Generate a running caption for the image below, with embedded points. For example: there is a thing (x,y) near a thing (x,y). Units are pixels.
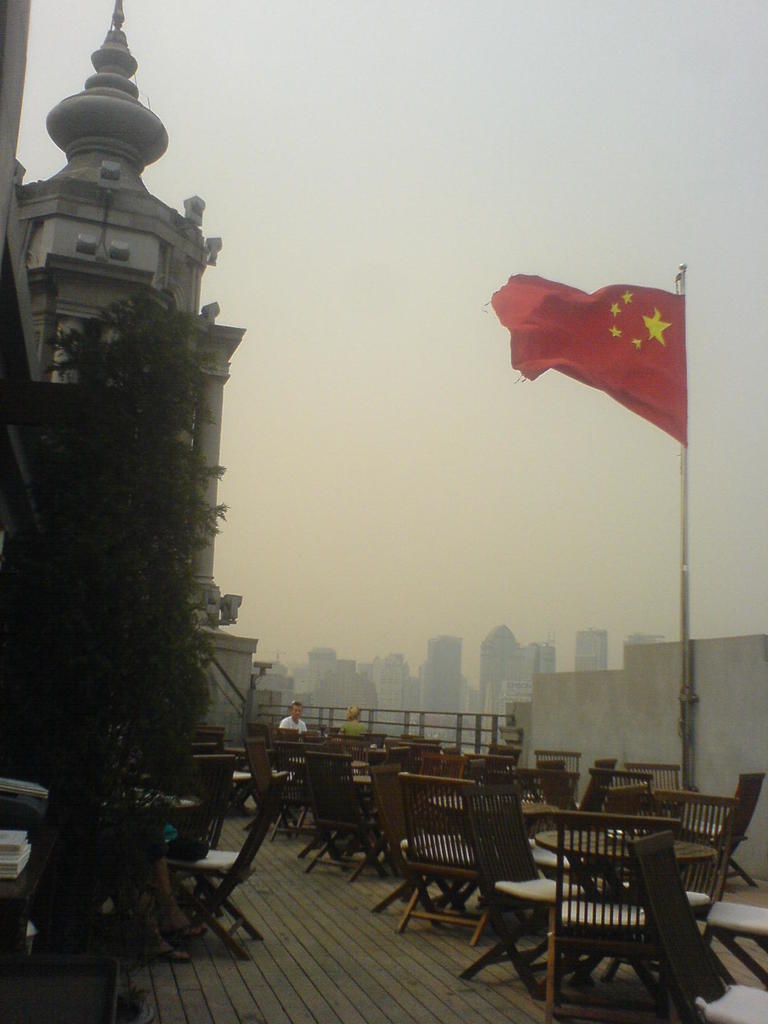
This picture is of outside. On the left (127,105) there is a building (114,229) and a tree (112,638). On the right (685,854) we can there are many number of tables (685,857) and chairs (568,871). On the right (617,289) there is a flag (666,360) attached to the stand (687,587). In the background (505,42) we can see the sky (502,69) and the buildings (515,655) and a person (296,714) seems to be sitting on the chair (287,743).
